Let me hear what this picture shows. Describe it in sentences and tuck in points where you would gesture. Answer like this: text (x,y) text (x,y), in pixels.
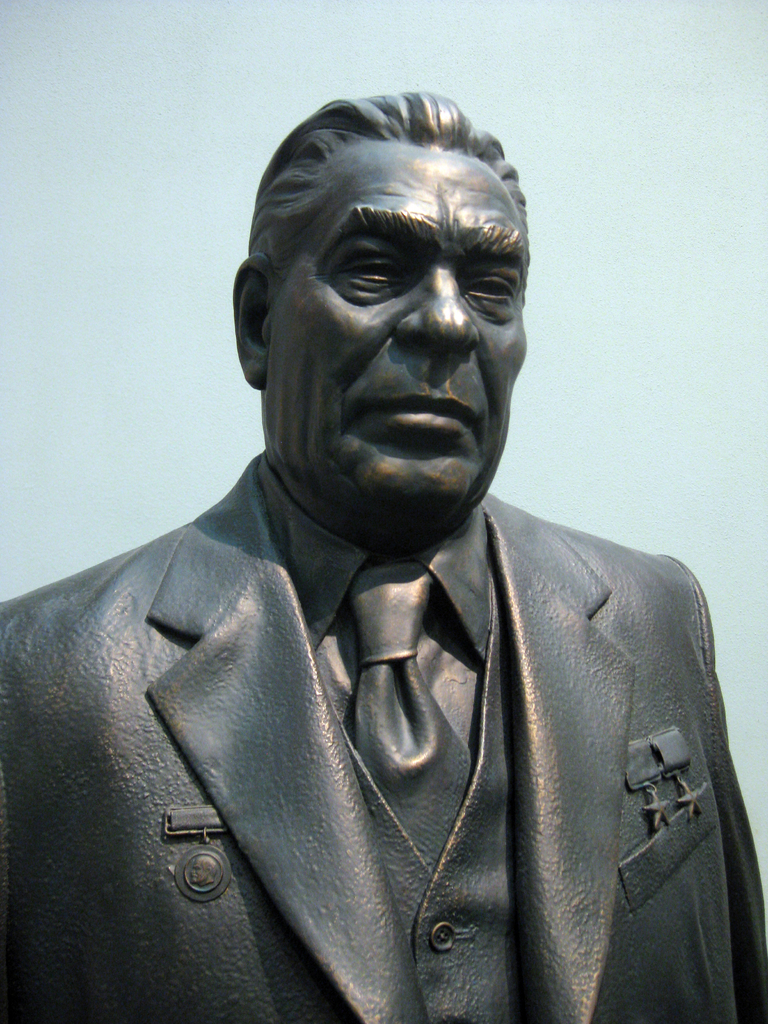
In the middle of the image (358,637) there is a statue (316,494) of a man (377,385). In this image the background (193,92) is light blue in color.
